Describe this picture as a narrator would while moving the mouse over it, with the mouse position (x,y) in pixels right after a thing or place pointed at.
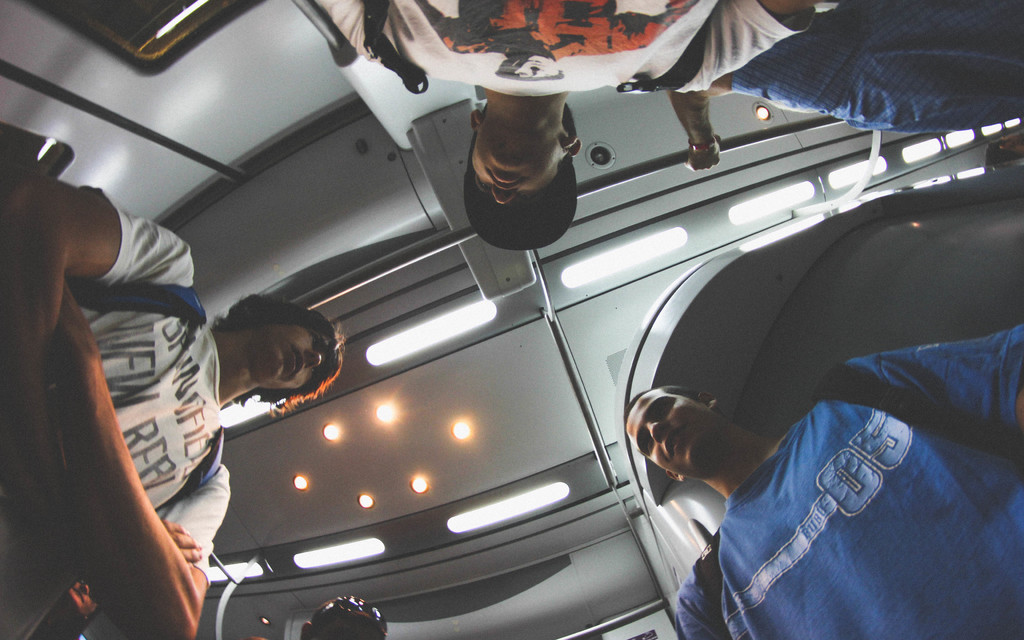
In this image we can see a few people (175,431), three of them are wearing backpacks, there are lights (369,351), also we can see the wall (185,135).
